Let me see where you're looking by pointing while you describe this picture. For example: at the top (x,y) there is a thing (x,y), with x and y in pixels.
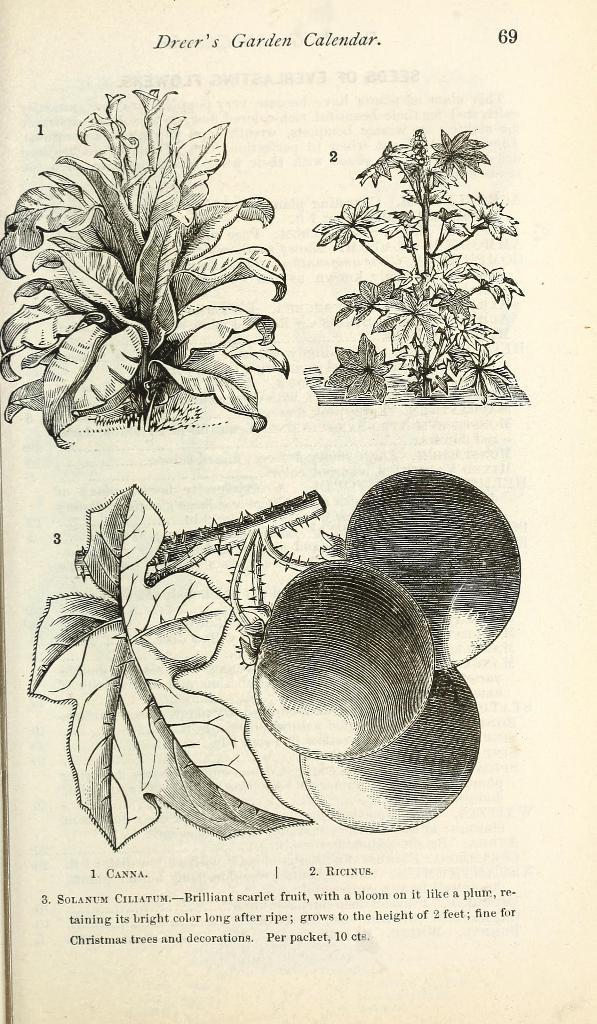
This is a paper (273,434). In this there is something written. Also there are black and white paintings (172,345) of plants (210,371) and vegetables (366,607).
